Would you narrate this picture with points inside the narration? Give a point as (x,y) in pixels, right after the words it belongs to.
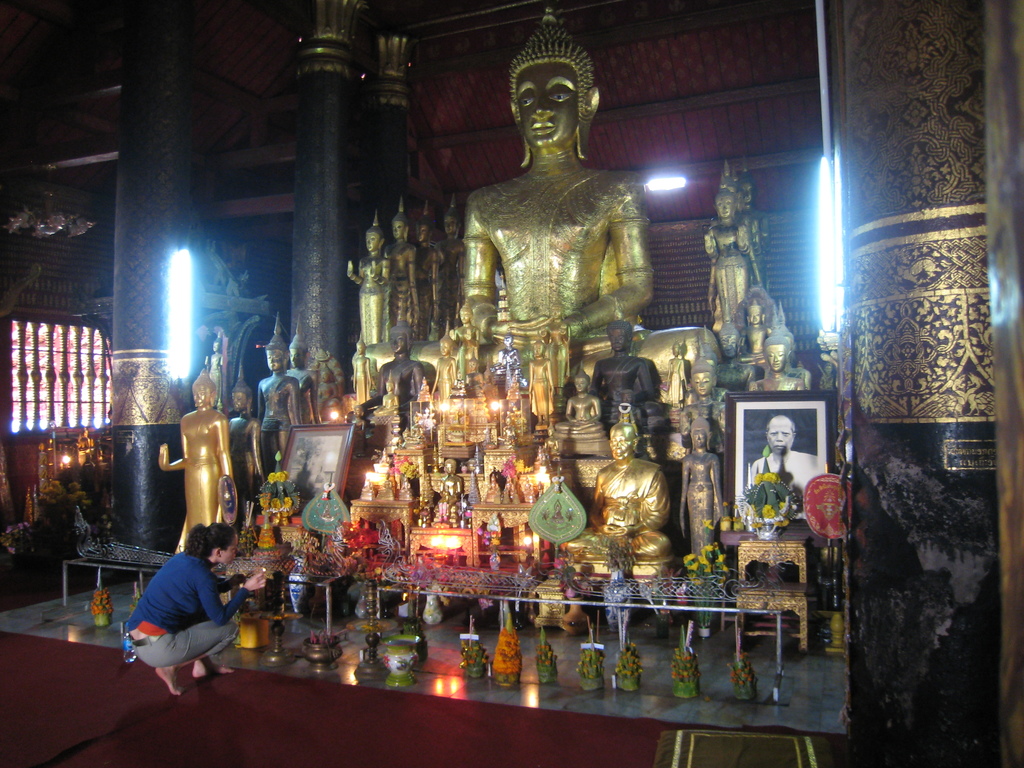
In this picture, I can see few statues (546,421) and a photo frame (757,424) on the right side (769,493) and a flower vase (770,528) on the table (765,552) and i can see a human (194,662) and few lights (817,204).
